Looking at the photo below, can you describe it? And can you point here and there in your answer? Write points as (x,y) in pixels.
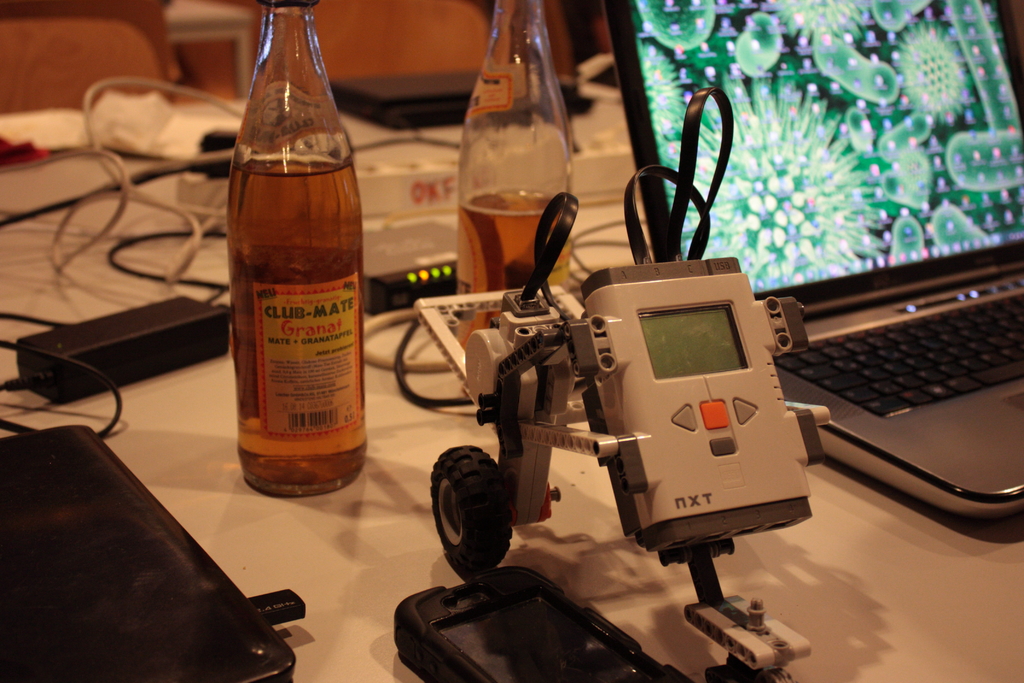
As we can see in the image there is a laptop (841,386), electrical equipment (678,392), bottles (500,176) and charger (170,335) on table (700,658).
